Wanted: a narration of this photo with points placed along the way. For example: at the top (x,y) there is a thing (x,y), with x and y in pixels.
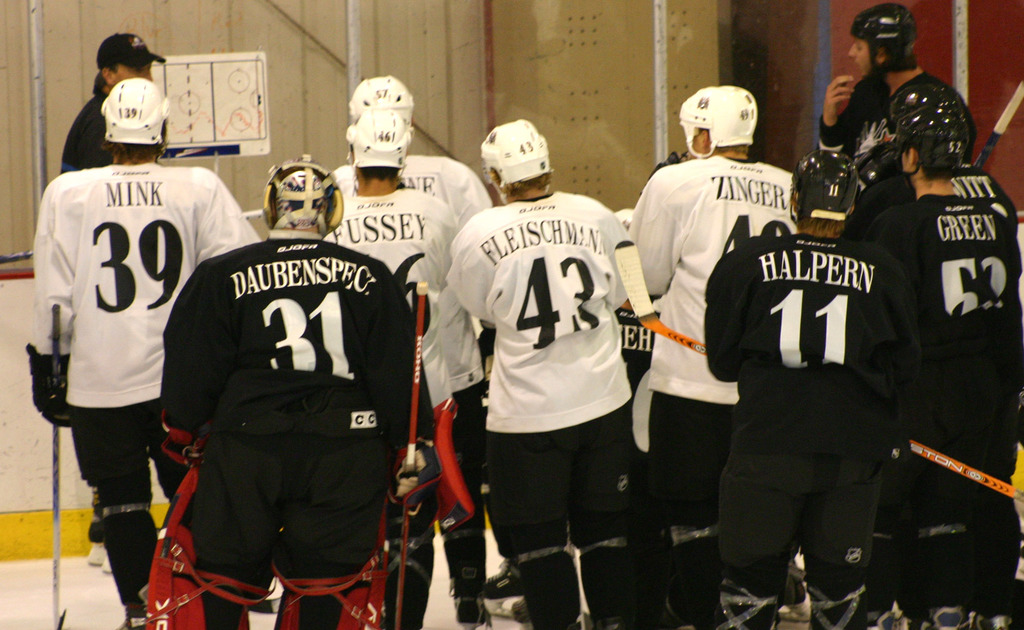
In the background (267,3) we can see the wall (393,1) and it seems like the glass (235,21). We can see the people (626,400) standing, wearing helmets (868,36) and among them few (275,472) are holding sticks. On the left side of the picture (92,107) we can see a man (122,47) wearing a black cap (122,47). In the bottom left corner (59,599) we can see the floor (42,594).
